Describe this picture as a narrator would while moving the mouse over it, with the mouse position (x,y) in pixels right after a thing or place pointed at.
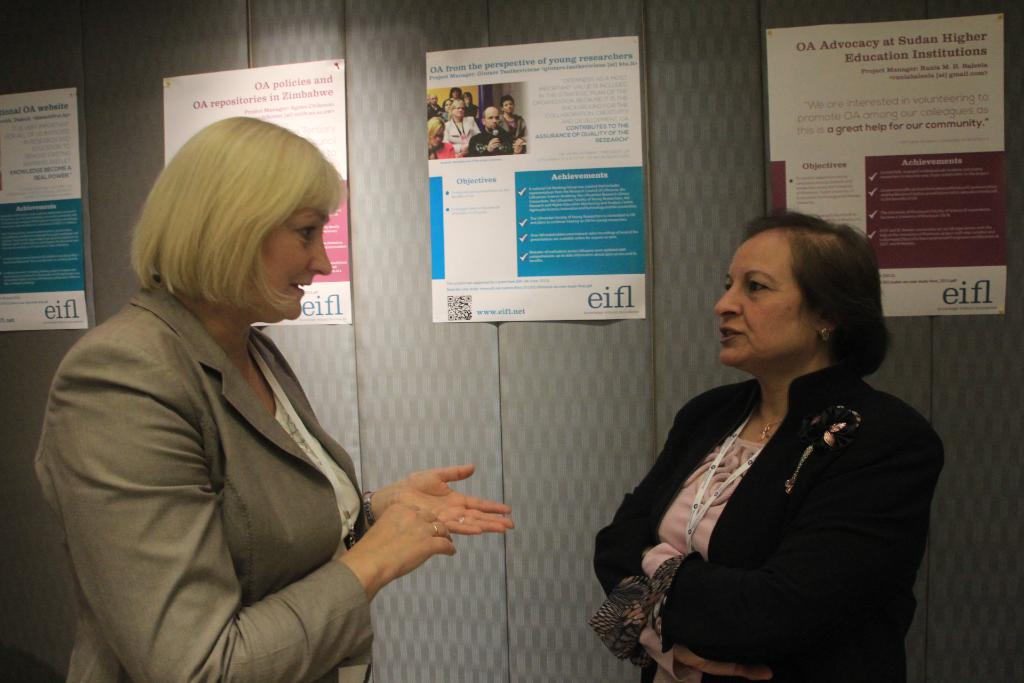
2 women (759,550) are standing and talking to each other. They are wearing blazers (838,496). There are posters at the back (499,189).
